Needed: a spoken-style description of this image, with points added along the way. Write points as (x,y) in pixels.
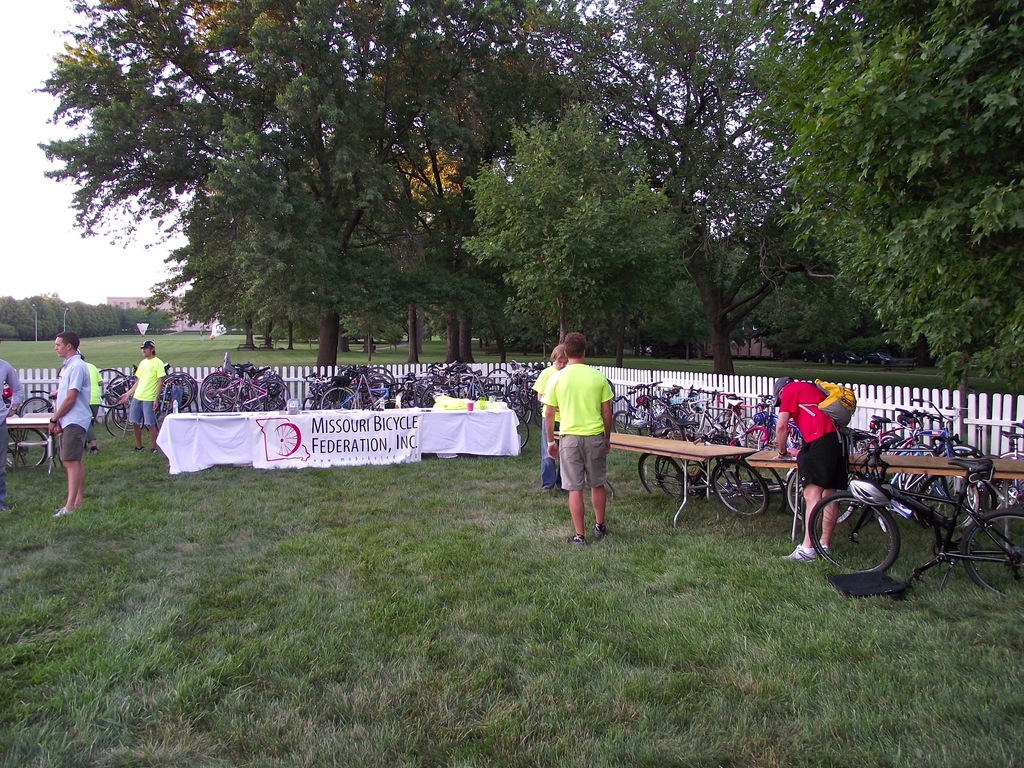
In this picture we can see few people (143,382), tables (349,426) and bicycles (772,493) on the grass (639,647), in the background (411,341) we can see fence (630,370), few trees (391,304) and a building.
